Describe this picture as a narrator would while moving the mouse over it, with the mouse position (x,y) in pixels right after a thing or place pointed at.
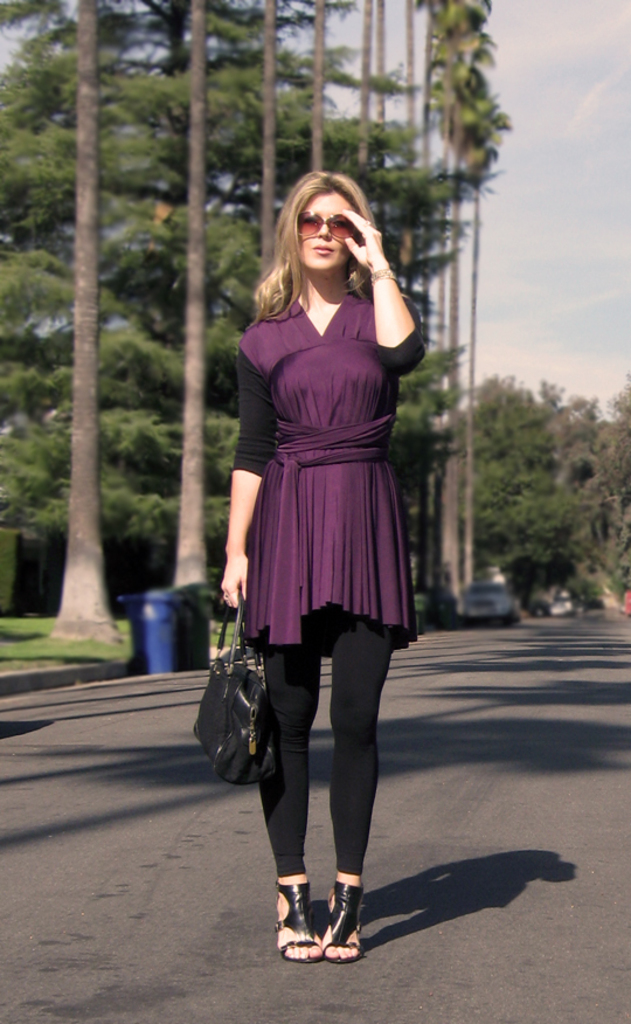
In the picture we can find one woman (303,477) is standing on the road (56,758) and she is holding a bag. In the background (77,359) we can find some trees (88,355), sky (587,343) and a dustbin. And woman (385,522) is wearing a purple dress (306,488).
